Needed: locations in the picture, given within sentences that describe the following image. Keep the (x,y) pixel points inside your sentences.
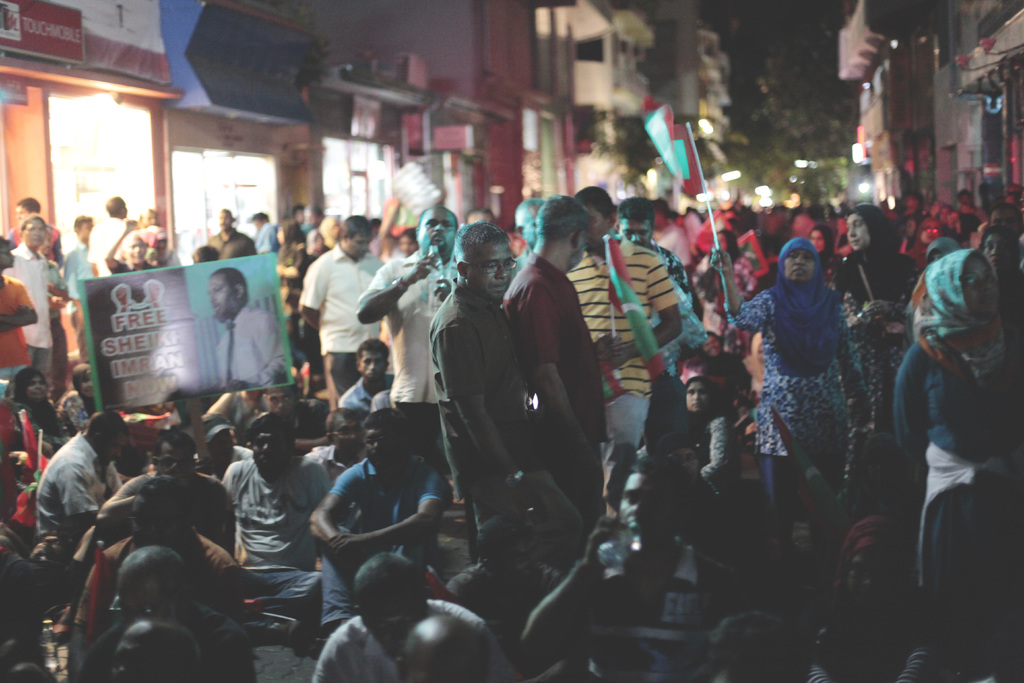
There is a crowd (407,371). Some people (526,344) are standing and some people (279,506) are sitting. And some people (654,270) are holding flags (654,341) and bottles (628,547). Also there is a placard (159,327). On the sides there are buildings (586,142) with lights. In the background (697,90) it is blurred.
